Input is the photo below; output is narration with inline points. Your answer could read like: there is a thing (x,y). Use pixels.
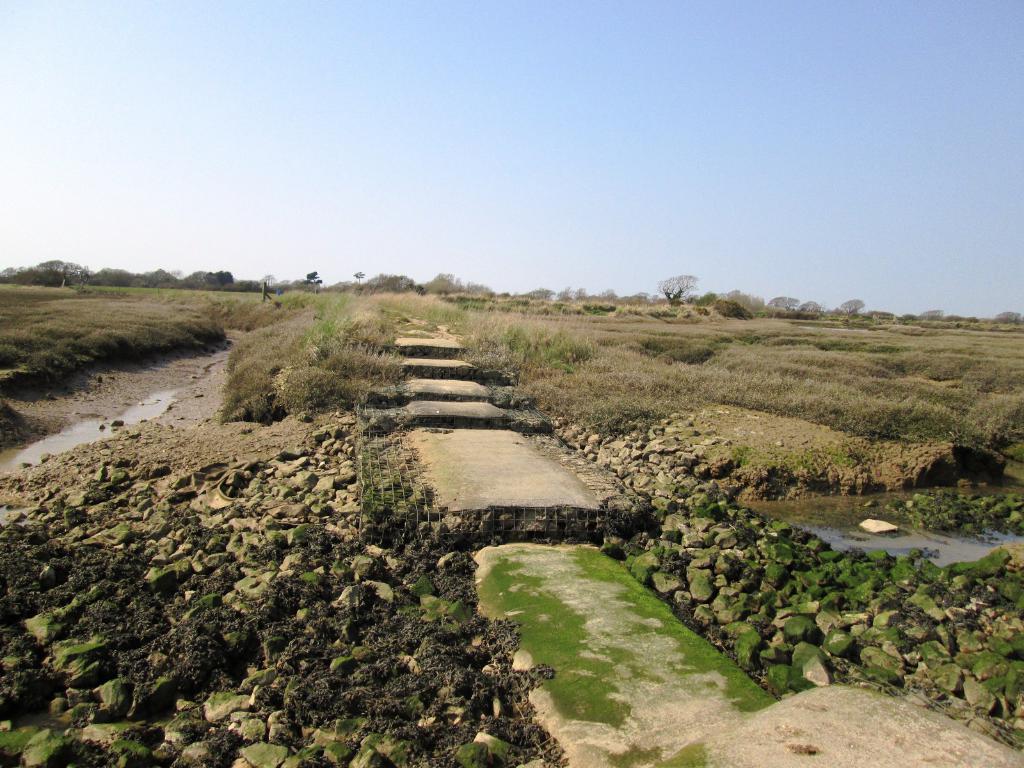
In this image there are stones (349,463) and grass (338,337) on the ground (612,330). There is algae (572,634) on the stones (581,527). To the right (940,545) there is the water (891,515) on the ground (959,517). In the background (400,276) there are trees (64,276). At the top (505,176) there is the sky (505,176).
